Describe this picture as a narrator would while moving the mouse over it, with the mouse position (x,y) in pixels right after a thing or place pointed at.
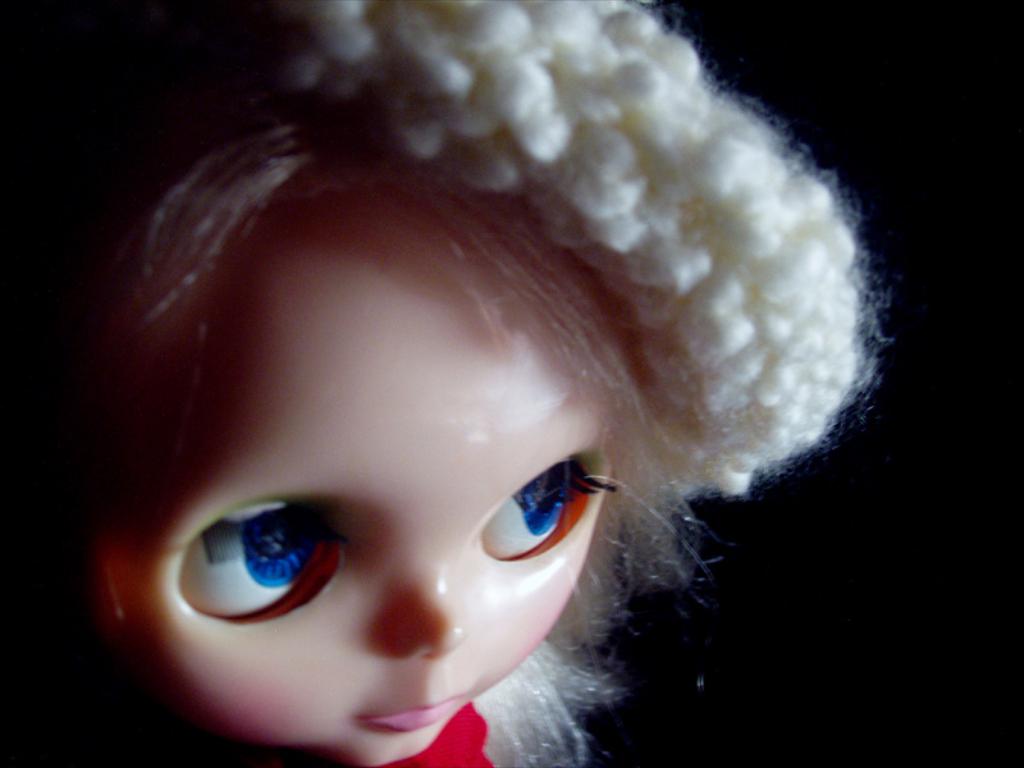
This image consists of a doll (464,535). The background (789,744) is too dark.
